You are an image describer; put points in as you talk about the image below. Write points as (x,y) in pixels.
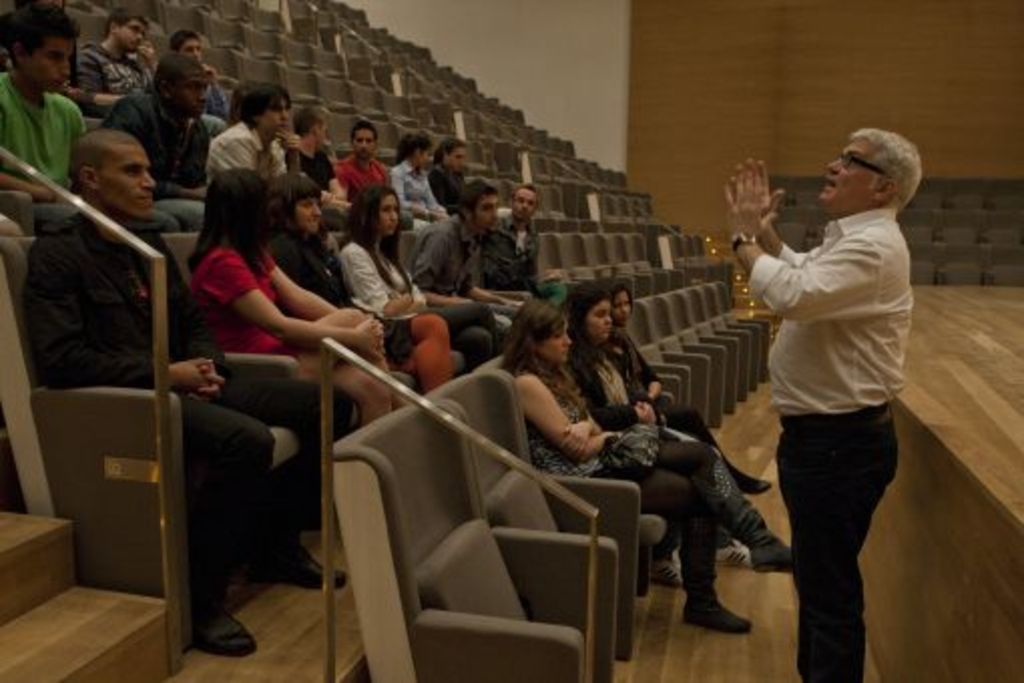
In the center of the image (548,344) we can see one person (873,508) standing and few people (635,380) are sitting on the chairs (683,385). And we can see one stage (963,525), fence (158,383), staircase (81,627) and a few other objects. In the background (745,62) there is a wall (698,62) and chairs (258,53).
